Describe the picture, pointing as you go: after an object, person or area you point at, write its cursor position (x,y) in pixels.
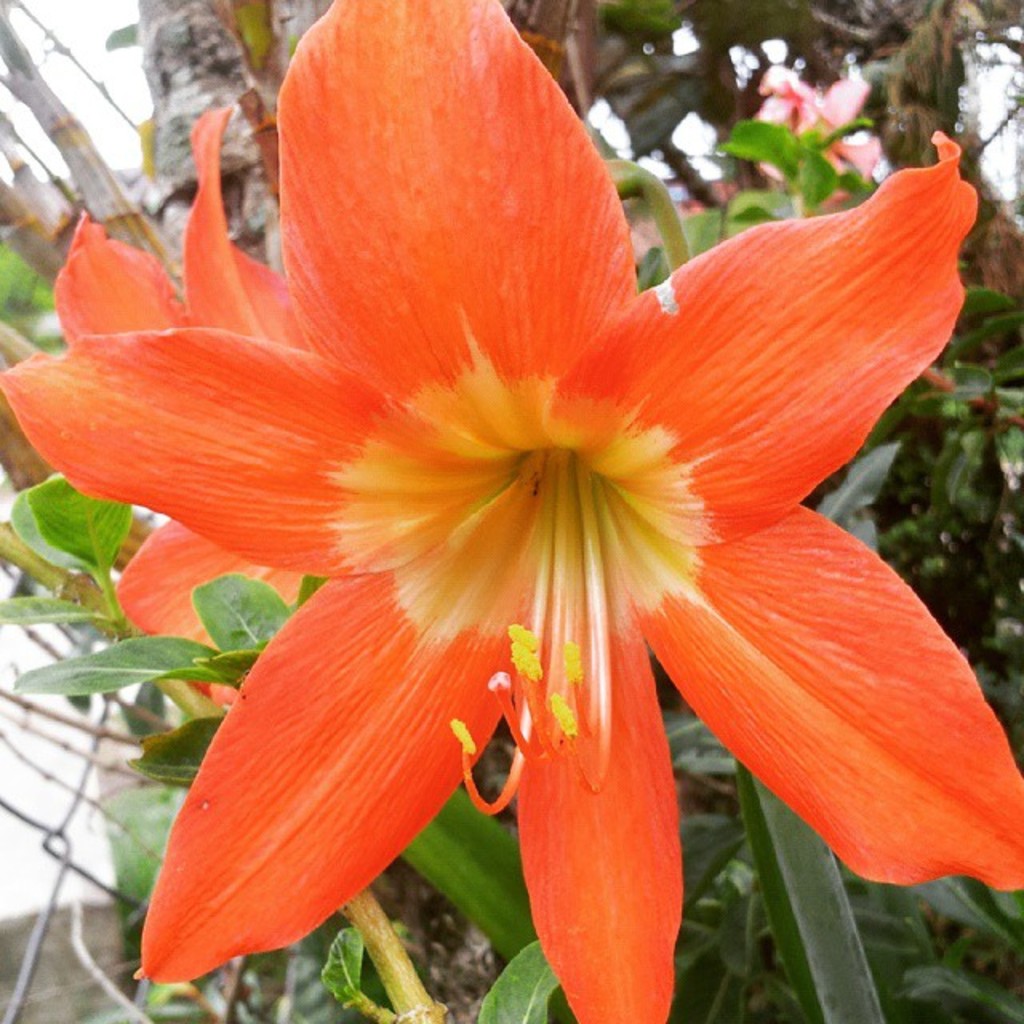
In this image, we can see few flowers (588,334) with plants (240,587). Background (178,215) there is a mesh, tree trunk (241,126) we can see.
